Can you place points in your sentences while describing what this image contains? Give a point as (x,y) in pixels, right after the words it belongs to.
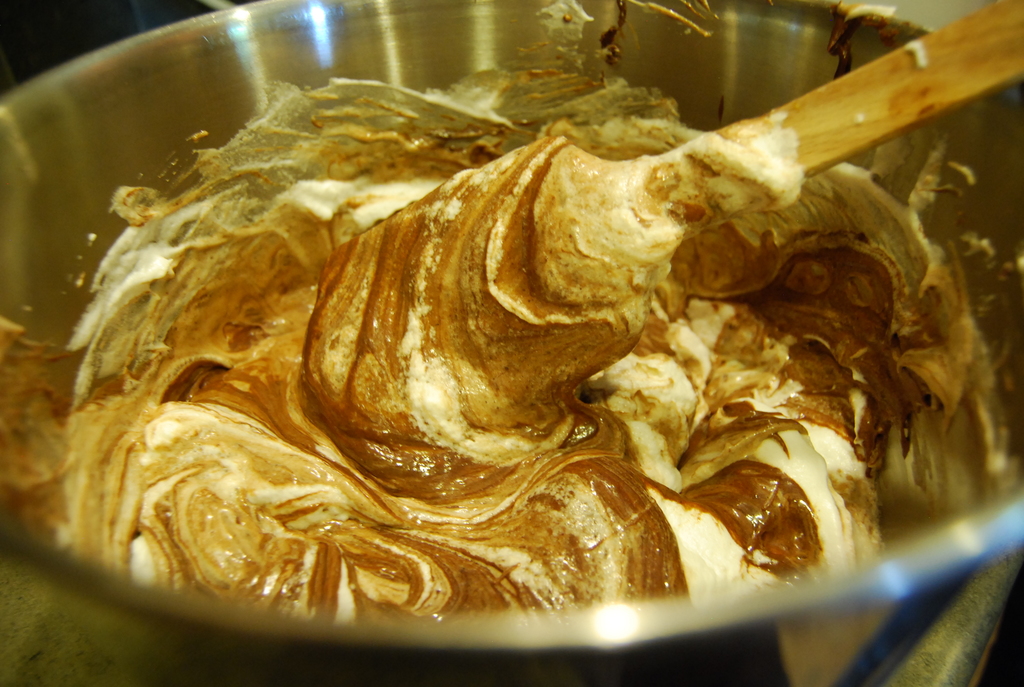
In this image we can see a bowl (105,167) containing chocolate mixture (455,444) and there is a spatula (615,224).
